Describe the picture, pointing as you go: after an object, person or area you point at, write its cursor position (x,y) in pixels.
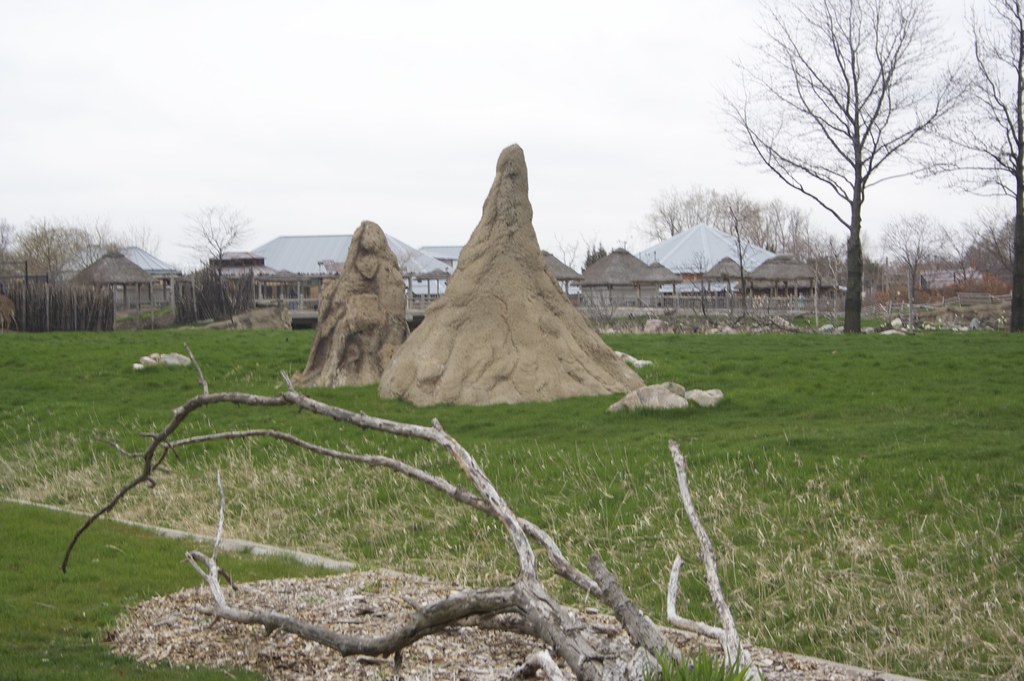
In this image in front (605,585) there are branches (586,582). At the bottom of the image (809,498) there is grass (879,554) on the surface (860,538). In the center of the image (500,354) there are rocks (456,370). In the background of the image (299,271) there are houses (679,281), trees (807,260) and sky (519,90).
